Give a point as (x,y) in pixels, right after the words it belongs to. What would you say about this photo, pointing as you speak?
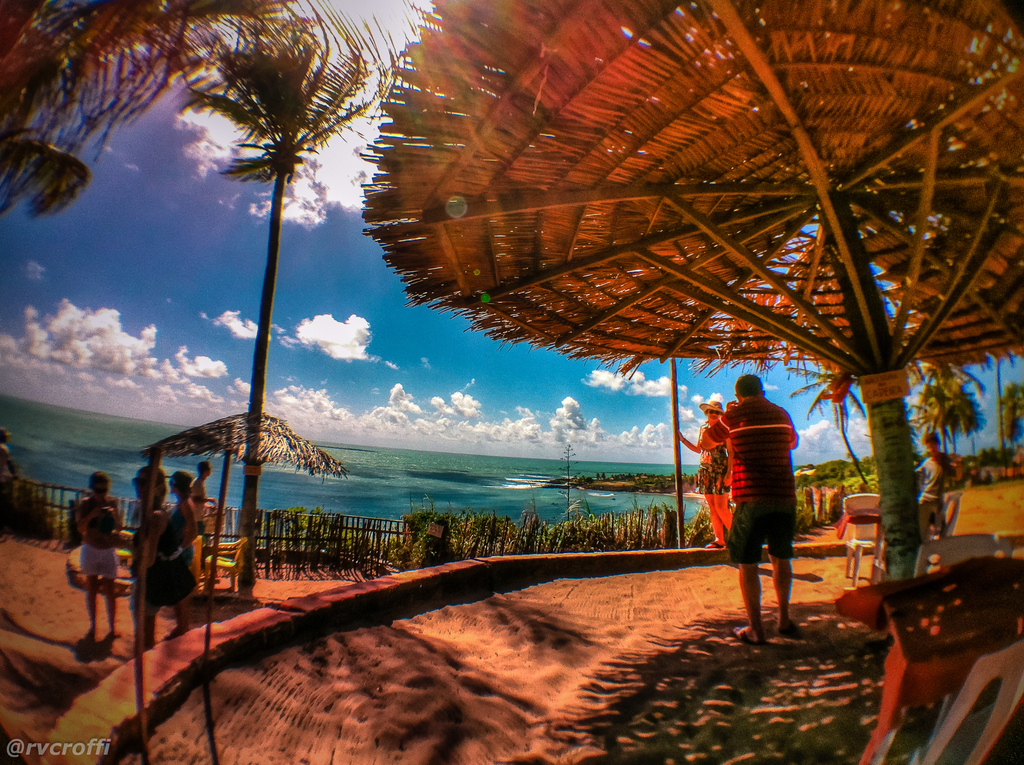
In this image I can see person (744,439) standing, at left (102,497) I can see few other persons (165,572) standing, plants (412,542) in green color. At background (458,478) I can see water (412,487), and sky (398,320) in blue and white color.
